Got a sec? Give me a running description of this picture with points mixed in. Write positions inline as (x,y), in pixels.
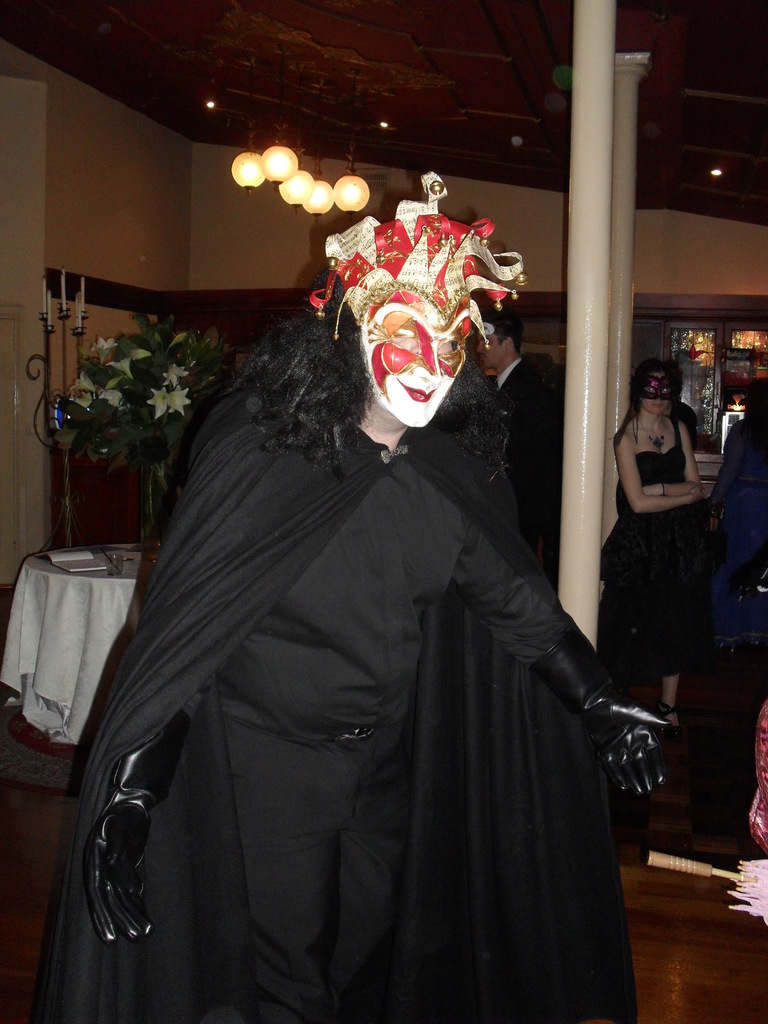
In this picture we can see the woman (368,372) wearing a black costume (398,515) and white mask (419,374), standing in the front (422,618). Behind we can see a woman (648,501) wearing a black top (644,485) and eye mask (667,396), standing and looking at the camera. Behind there is a wooden wardrobe (680,367) and plant pot (158,428). On the top (340,188) we can see the hanging lights (269,166) on the ceiling roof (309,152).
